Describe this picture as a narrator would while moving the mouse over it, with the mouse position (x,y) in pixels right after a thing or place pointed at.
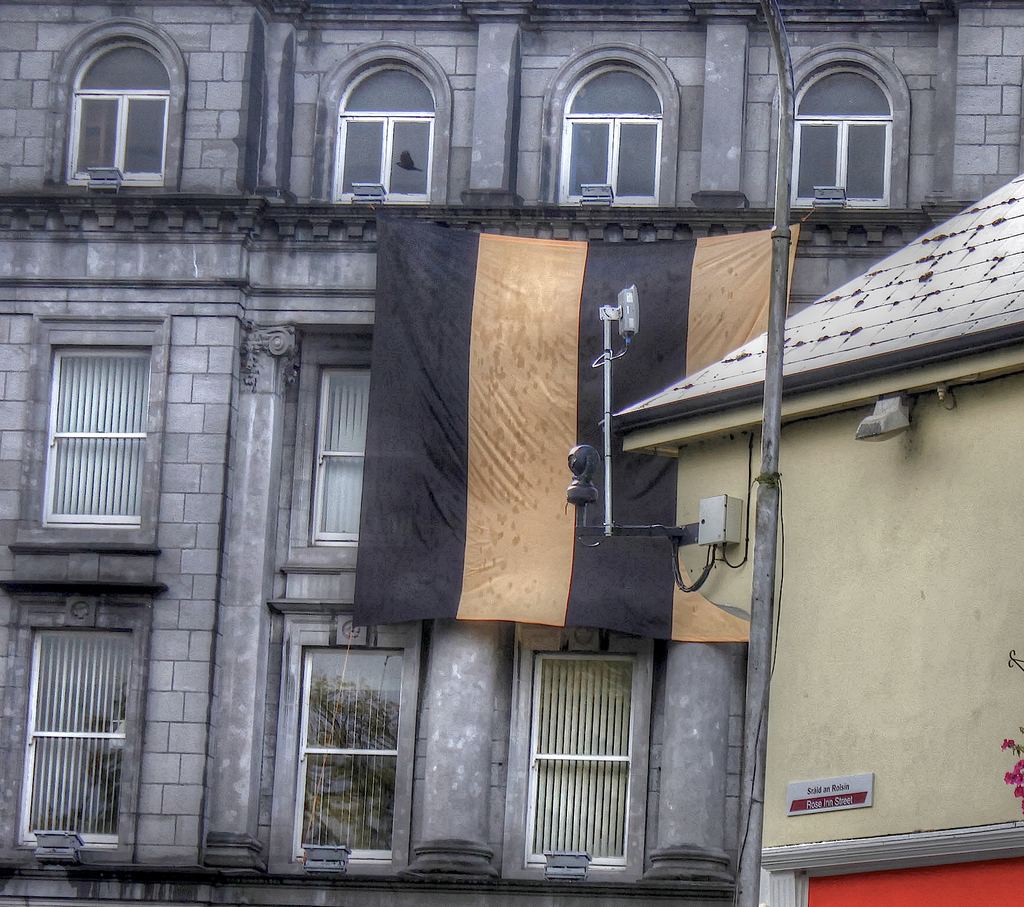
In this image in the center (348,590) there are some buildings (349,378) and also some windows (795,160), in the center (374,420) there is one cloth (685,594), lights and a pole (757,565).
